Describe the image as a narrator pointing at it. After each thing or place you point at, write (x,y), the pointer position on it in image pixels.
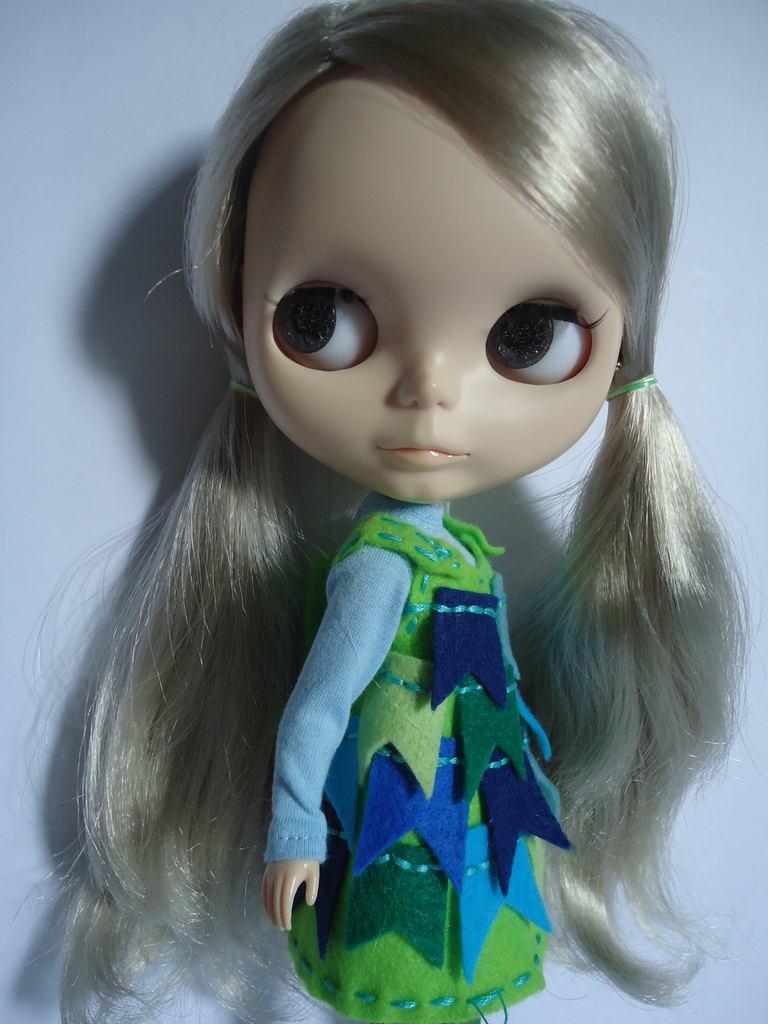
In this image we can see there is a doll (366,340) with white background (22,271).
